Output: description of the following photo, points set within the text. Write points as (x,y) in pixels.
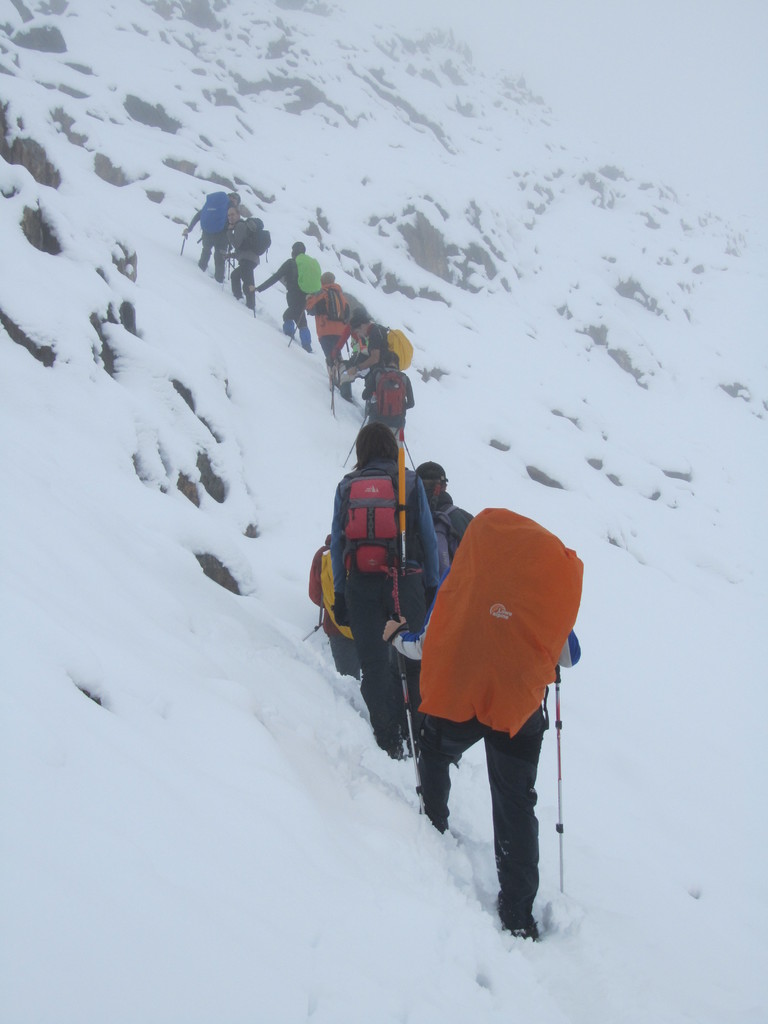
In the picture I can see these people (435,760) wearing sweaters (333,541) are carrying backpacks (434,683) and holding the poles (556,692) in their hands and walking on the snow (408,182) and here I can see the fog (698,187) in the background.
